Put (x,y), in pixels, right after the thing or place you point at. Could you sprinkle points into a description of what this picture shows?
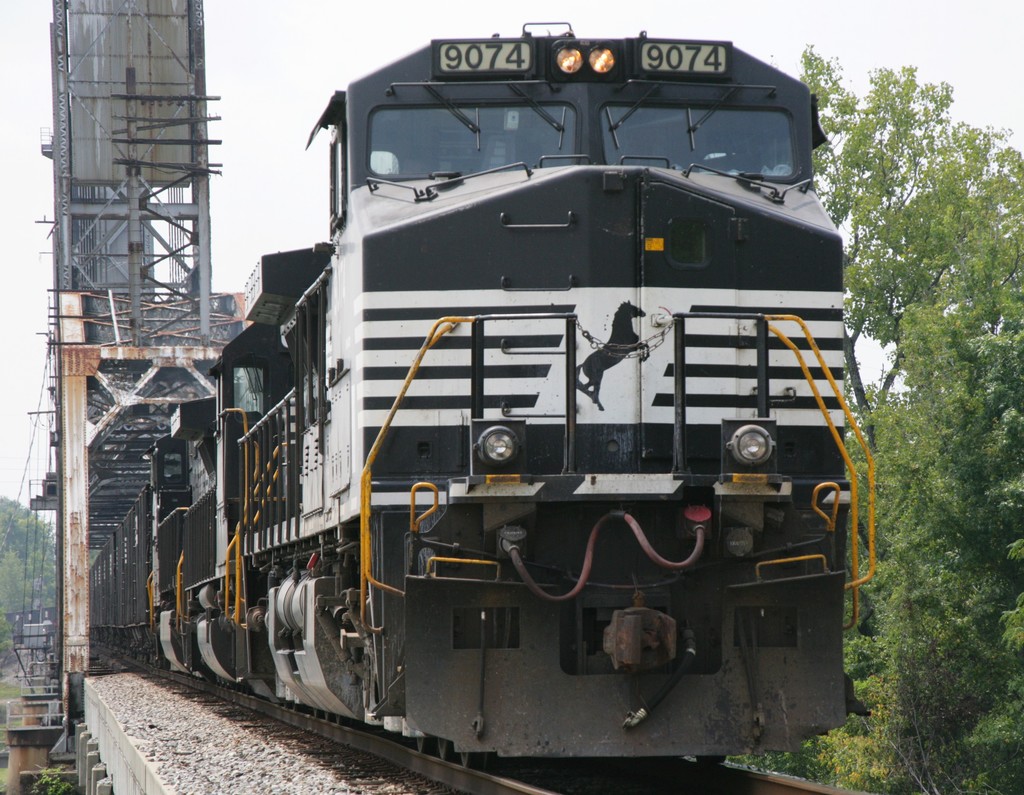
In this image I can see the train (441,477) on the track (432,776). In the background (61,241) I can see few poles (166,245), trees (990,212) in green color and the sky (271,125) is in white color.
